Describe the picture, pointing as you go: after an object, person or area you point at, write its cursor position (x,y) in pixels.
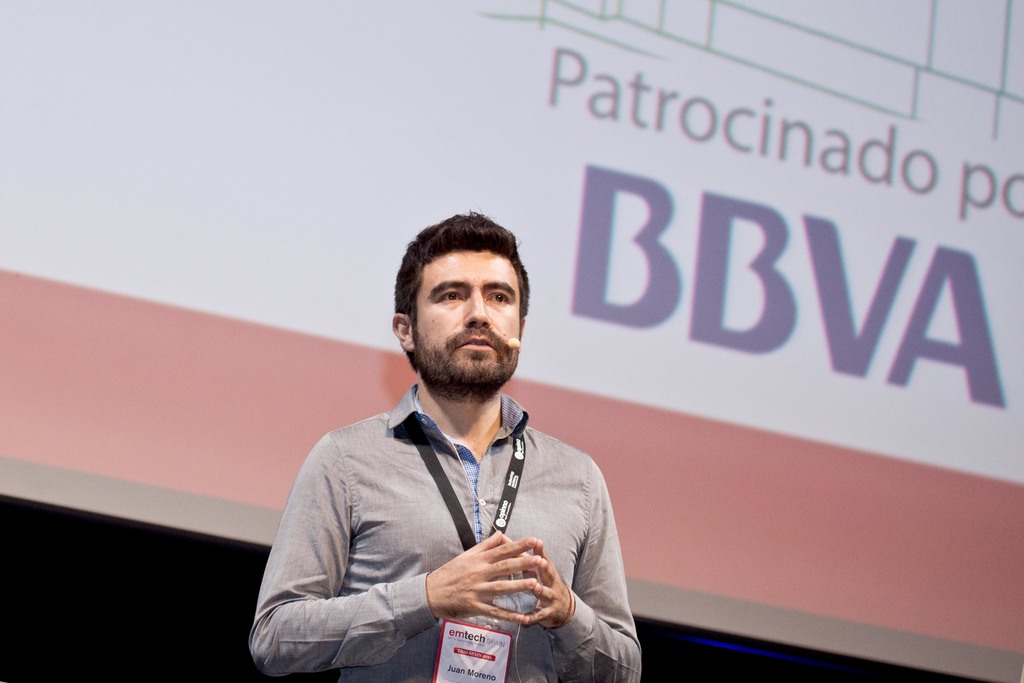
In the image we can see a man (502,494) standing, wearing clothes (555,519), identity card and it looks like he is talking. Here we can see the microphone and the screen (838,121), we can even see the text (856,164) on the screen (873,186).
